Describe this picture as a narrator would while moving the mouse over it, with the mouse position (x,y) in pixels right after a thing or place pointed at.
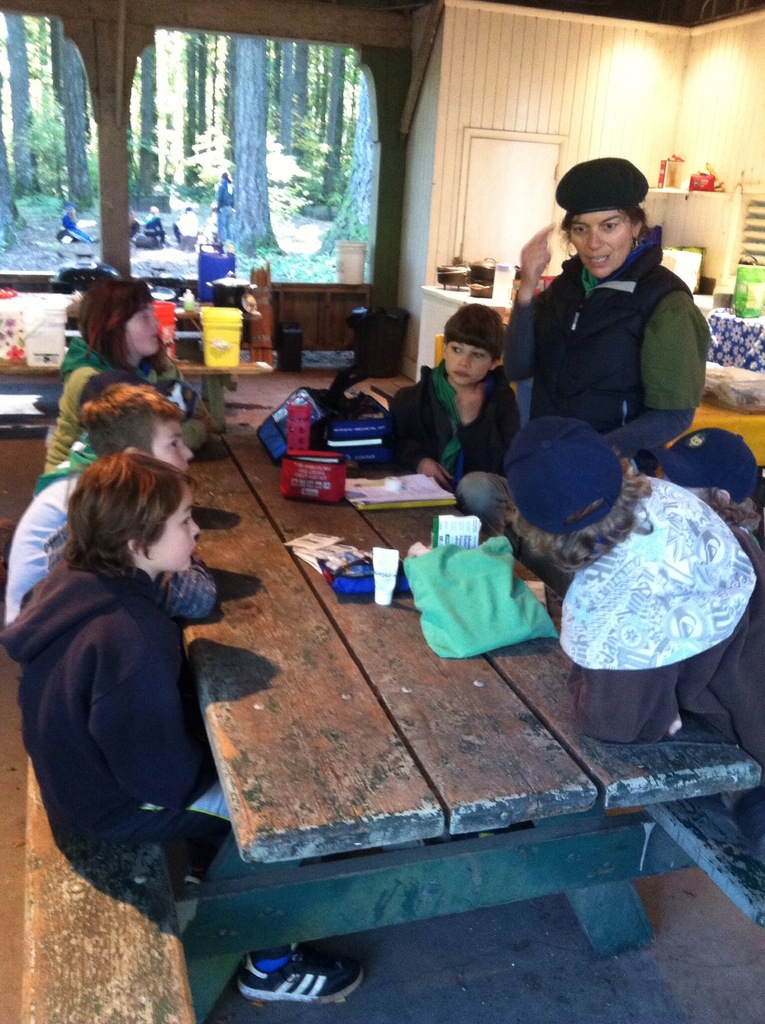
In the center of the image (374,680) there is a table (551,641) on which there are objects (422,611). There are people (155,383) sitting on the bench (699,850). In the background of the image (311,152) there is an opening (27,31) through which we can see trees (189,160). There is a table (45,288) on which there are objects (30,305). To the right side of the image (561,152) there is wall (617,52) and there are some objects (724,336).
